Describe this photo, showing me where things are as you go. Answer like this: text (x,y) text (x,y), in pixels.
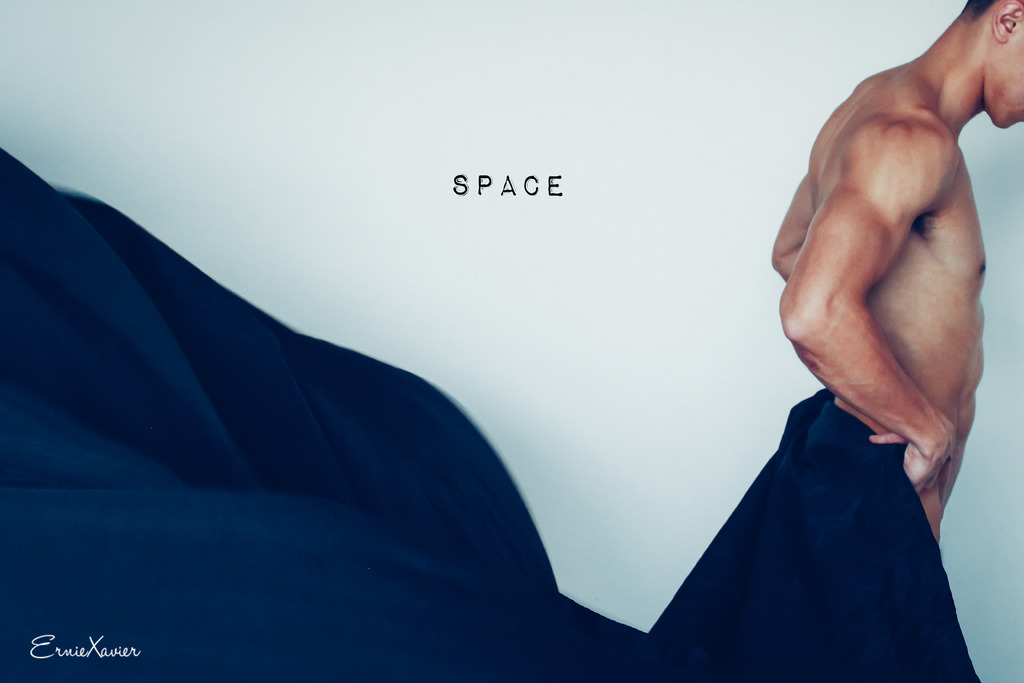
In the picture we can see a photograph of a man (929,447) standing without clothes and holding a huge blue colored cloth (761,638) near his hip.
